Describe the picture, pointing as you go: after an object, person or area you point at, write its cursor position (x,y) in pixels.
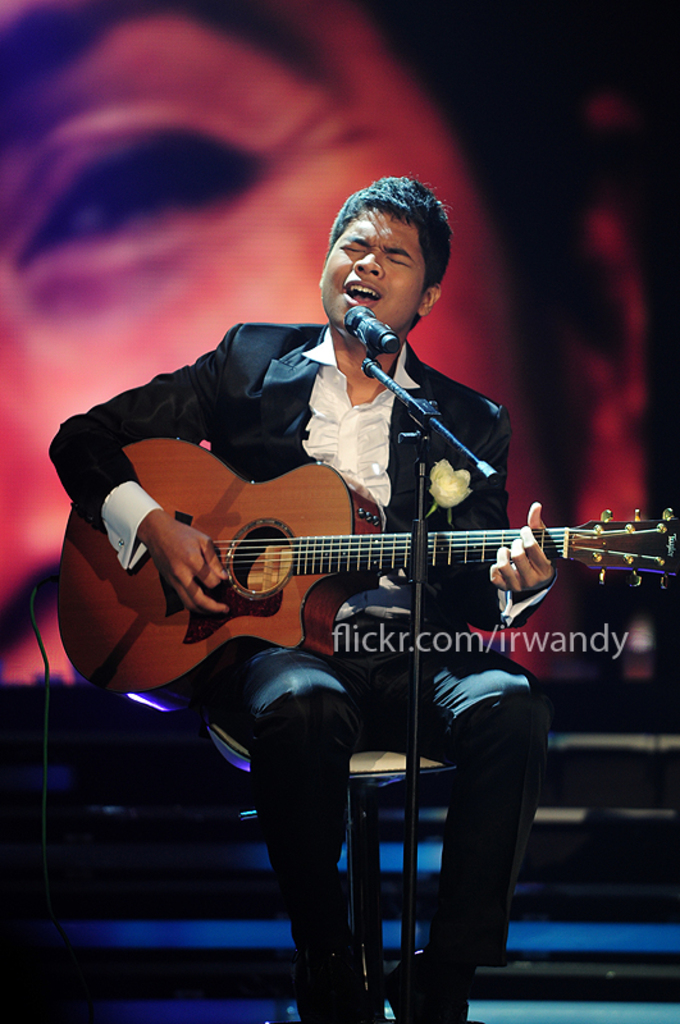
This person (258,688) sitting on the chair (368,914) and playing guitar (319,503) and singing, in front of this person (479,490) we can see microphone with stand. On the background (310,239) we can see person face (398,95).
